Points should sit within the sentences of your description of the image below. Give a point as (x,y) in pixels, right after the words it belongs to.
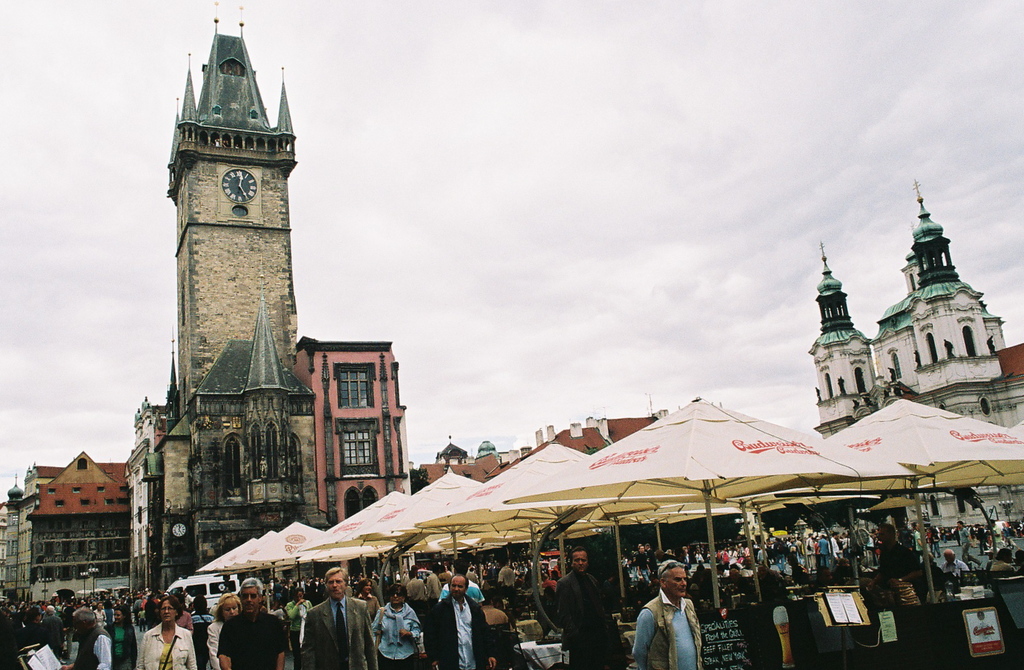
In this picture we can see a group of people (569,668) standing, umbrellas (965,454), boards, buildings (250,393) with windows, clock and in the background (498,238) we can see the sky (766,251) with clouds (415,380).
